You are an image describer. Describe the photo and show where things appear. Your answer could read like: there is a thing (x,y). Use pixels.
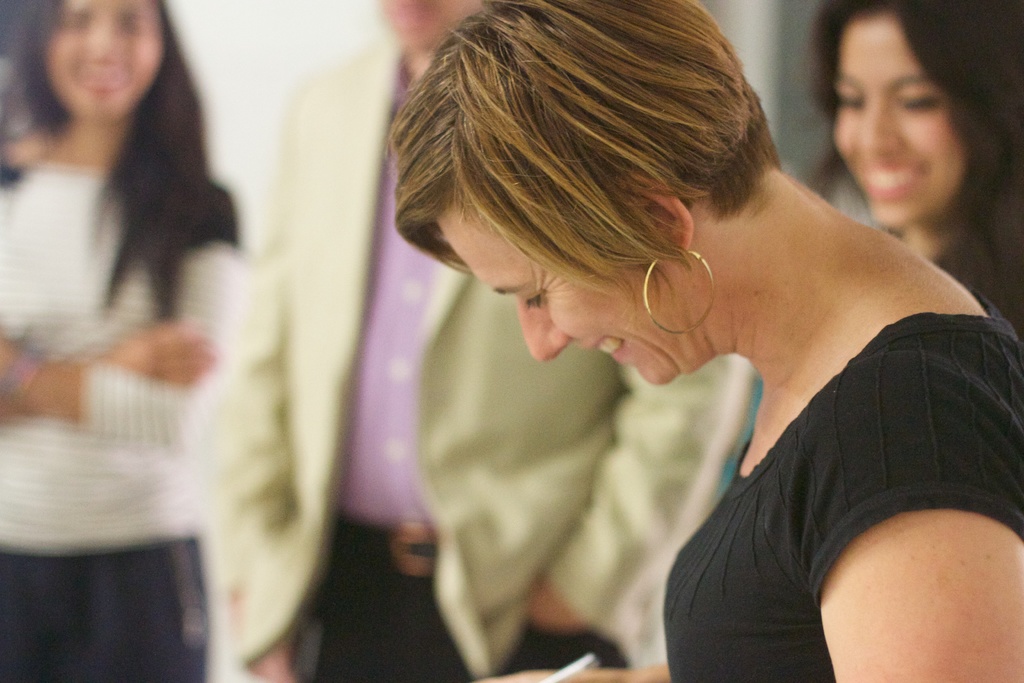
The woman (816,343) on the right side (814,386) is standing. She is smiling and she is holding a pen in her hand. Beside her, we see two women (64,315) and a man (313,284) are standing. They are smiling. Behind them, we see a white wall (244,40). This picture is blurred in the background (501,393).
